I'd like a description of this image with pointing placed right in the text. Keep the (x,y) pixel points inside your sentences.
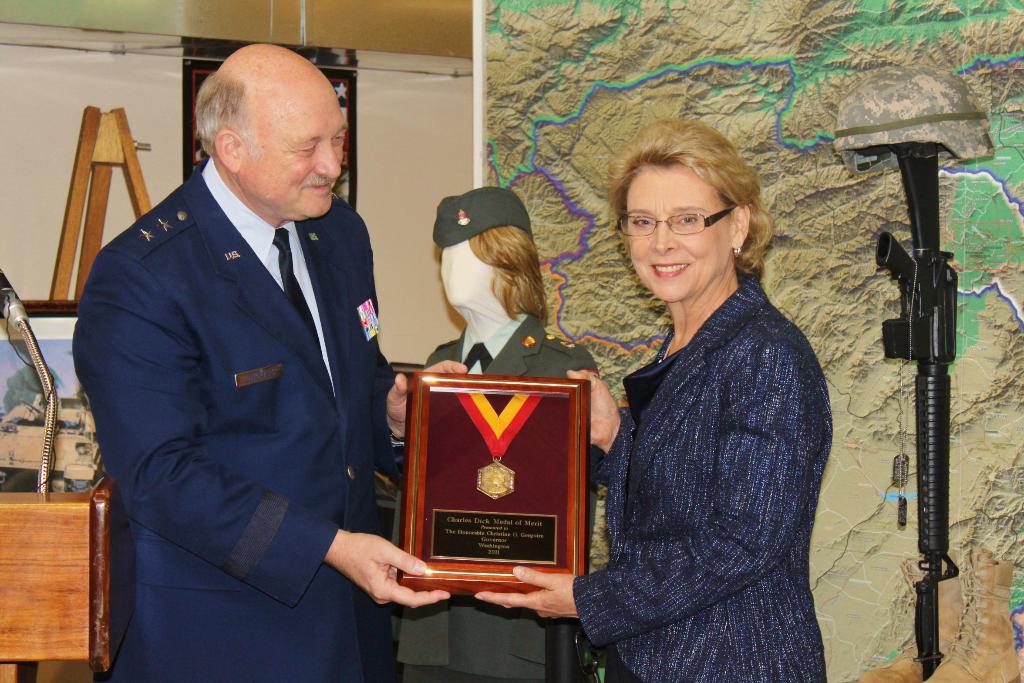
In this picture I can observe a man (361,277) and a woman (685,432). Both are holding a frame (484,540) in their hands (397,397). They are smiling. Man (361,374) is wearing a coat (265,446). Woman (655,235) is wearing spectacles (651,222). On the right side (992,610) I can observe shoes (940,616), gun (925,474) and a helmet (892,125). In the background (687,65) there is a wall (631,70).
